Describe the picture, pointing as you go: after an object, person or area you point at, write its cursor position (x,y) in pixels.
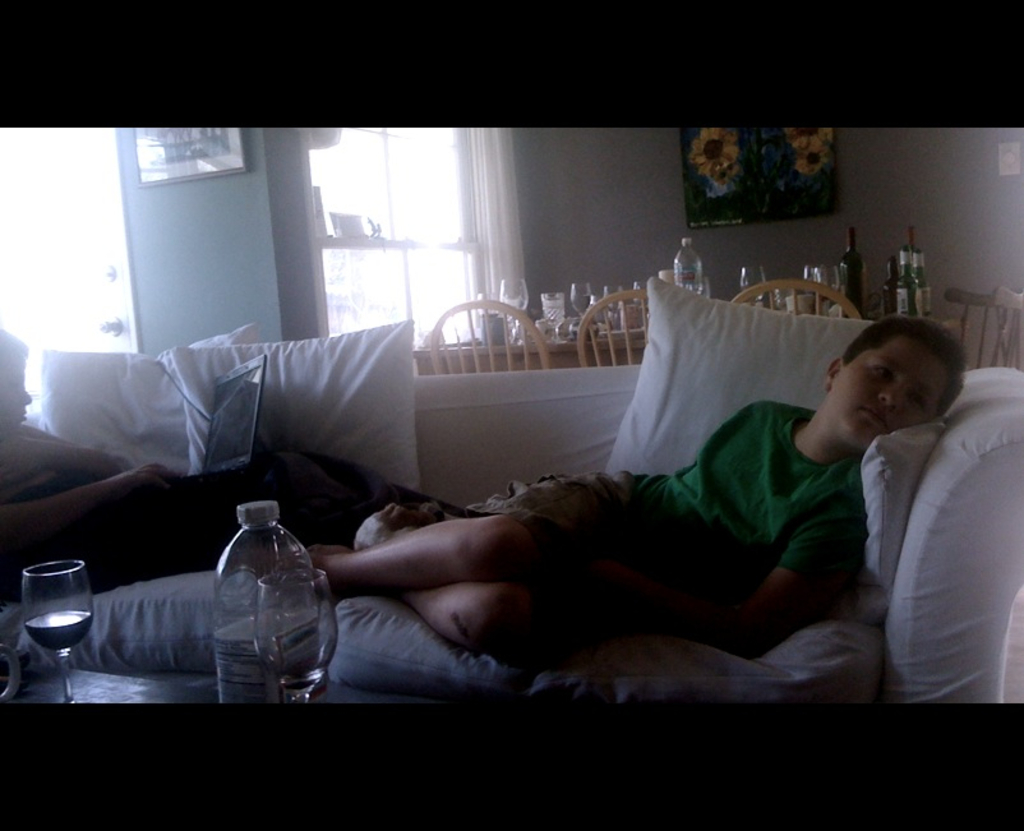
In this image we can see a kid (686,572) wearing green color T-shirt (696,548), brown color short (593,612) lying on couch (948,474) and there is another person (228,528) sitting on couch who is doing some work with laptop (230,451) and there are some pillows (869,484), in the foreground of the image (55,601) there some glasses (44,615) and bottle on table (121,679) and in the background of the image (992,298) there is a dining table (432,363) and some chairs (624,315), there are some glasses (750,280), bottles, bowls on table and there are some paintings (818,167) attached to the wall (585,192).
